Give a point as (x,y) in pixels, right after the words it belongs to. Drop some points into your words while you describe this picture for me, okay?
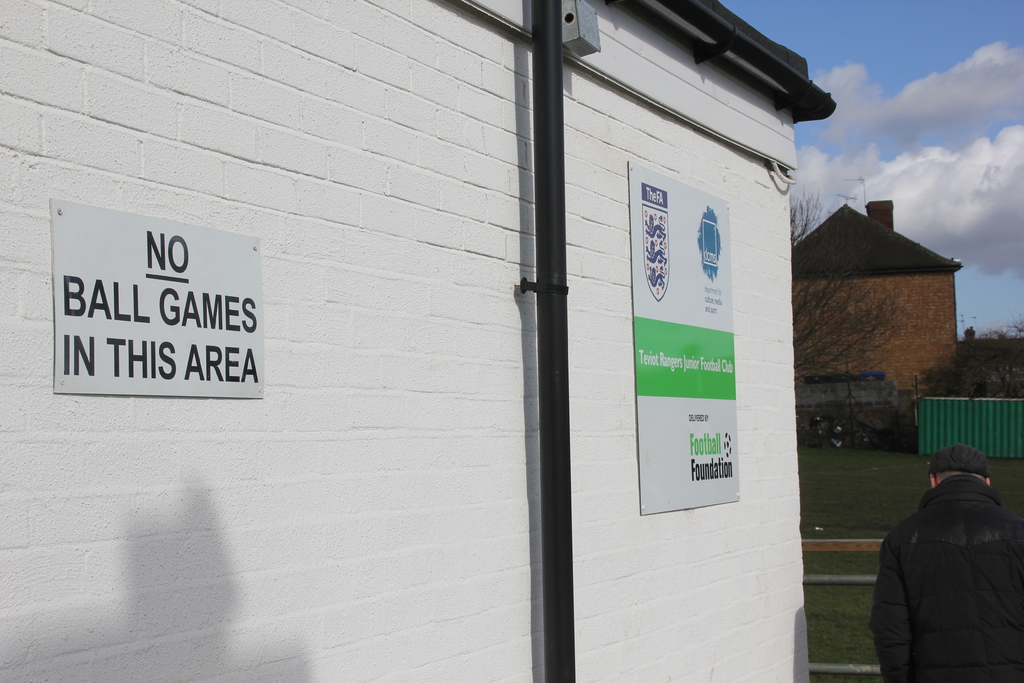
On the left side (293,575), I can see a white color wall (376,343) to which two boards (699,362) and a black color pipe (555,297) are attached. On the right side (963,575), I can see a person (939,608) wearing black color jacket (941,569) and cap (967,464) on the head (959,464). In the background (891,315), I can see house (885,337), trees (993,358) and the grass (870,497) on the ground (885,503). On the top of the image (891,46) I can see the sky (923,95) and clouds (934,186).
